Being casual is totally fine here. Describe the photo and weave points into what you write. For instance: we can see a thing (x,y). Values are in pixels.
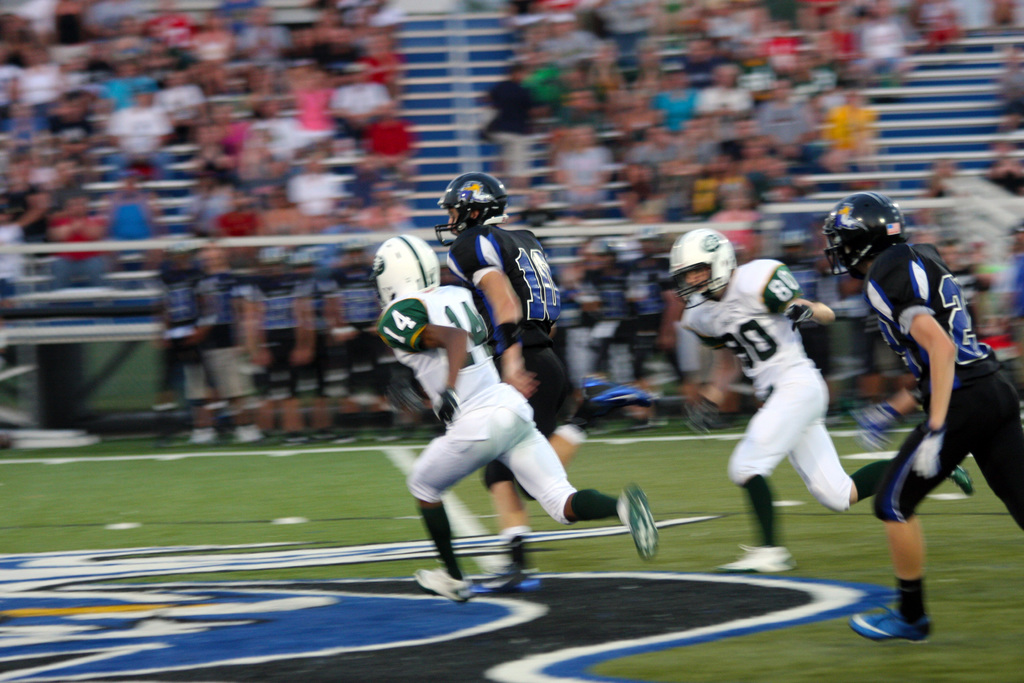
In this image we can see few people (583,386) with sports uniform (418,362) are playing in the ground (286,527) and in the background (275,345) there are few people (295,332) standing and few people (182,97) are sitting on the benches (488,66).
